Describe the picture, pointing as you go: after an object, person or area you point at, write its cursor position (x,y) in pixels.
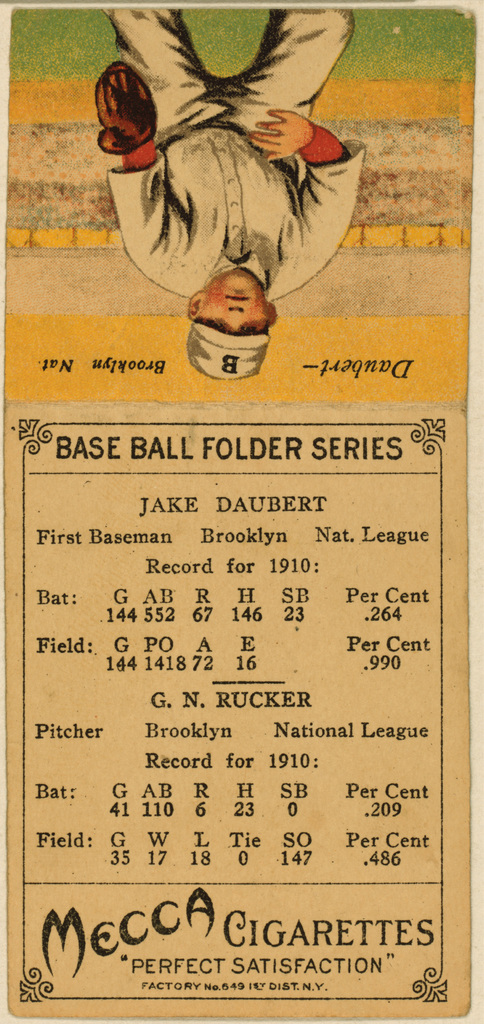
This is a paper (345,454). At the top of the image (69,19) we can see the ground (386,10), wall (375,235) and a man (238,185) is standing and wearing cap (210,325), glove (122,146). In the background of the image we can see the text (147,641).
